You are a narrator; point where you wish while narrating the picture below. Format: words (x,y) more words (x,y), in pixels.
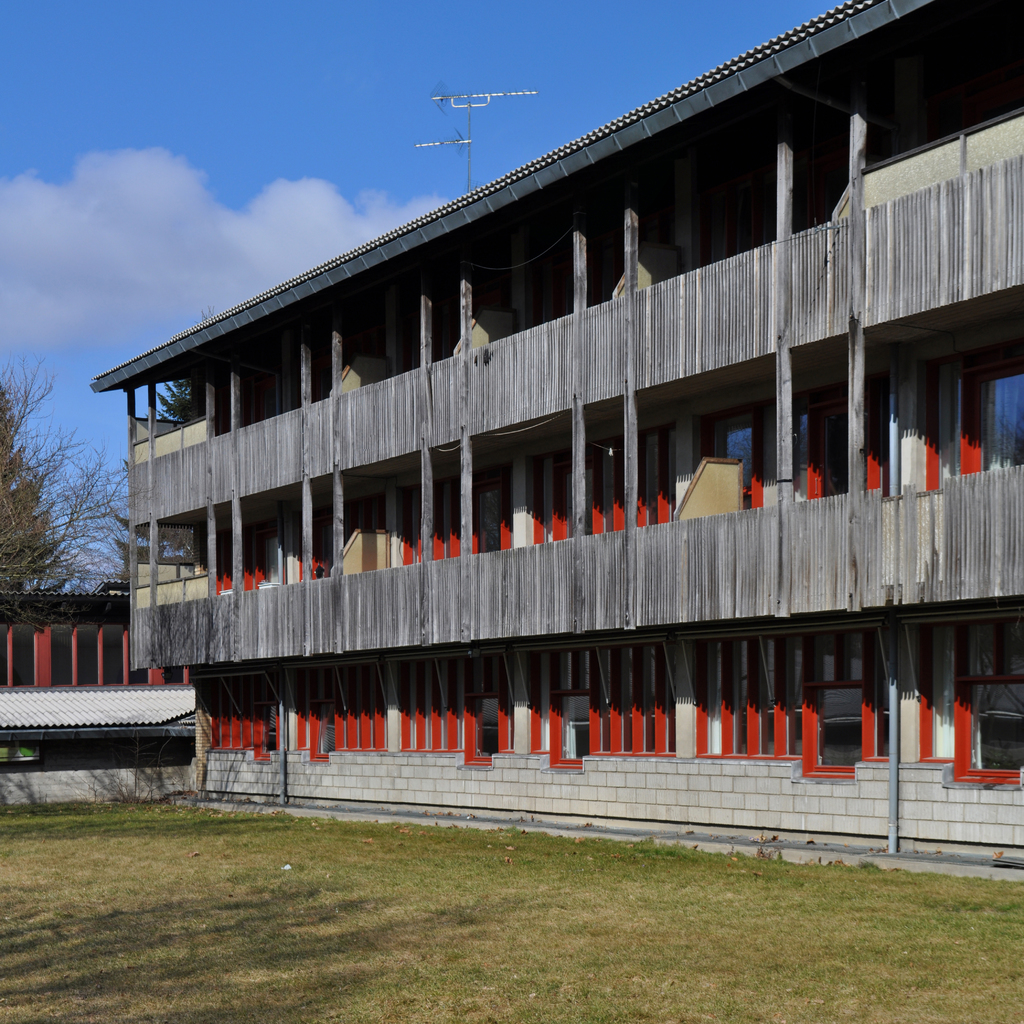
At the bottom of the image (367,893) on the ground (478,823) there is grass (521,834). There is a building (656,353) with walls (713,464), windows (972,413) and pillars (784,263). Behind the building (575,148) on the left side (30,569) there is a tree (29,558). And also there is sky (237,173) with clouds (101,320).
